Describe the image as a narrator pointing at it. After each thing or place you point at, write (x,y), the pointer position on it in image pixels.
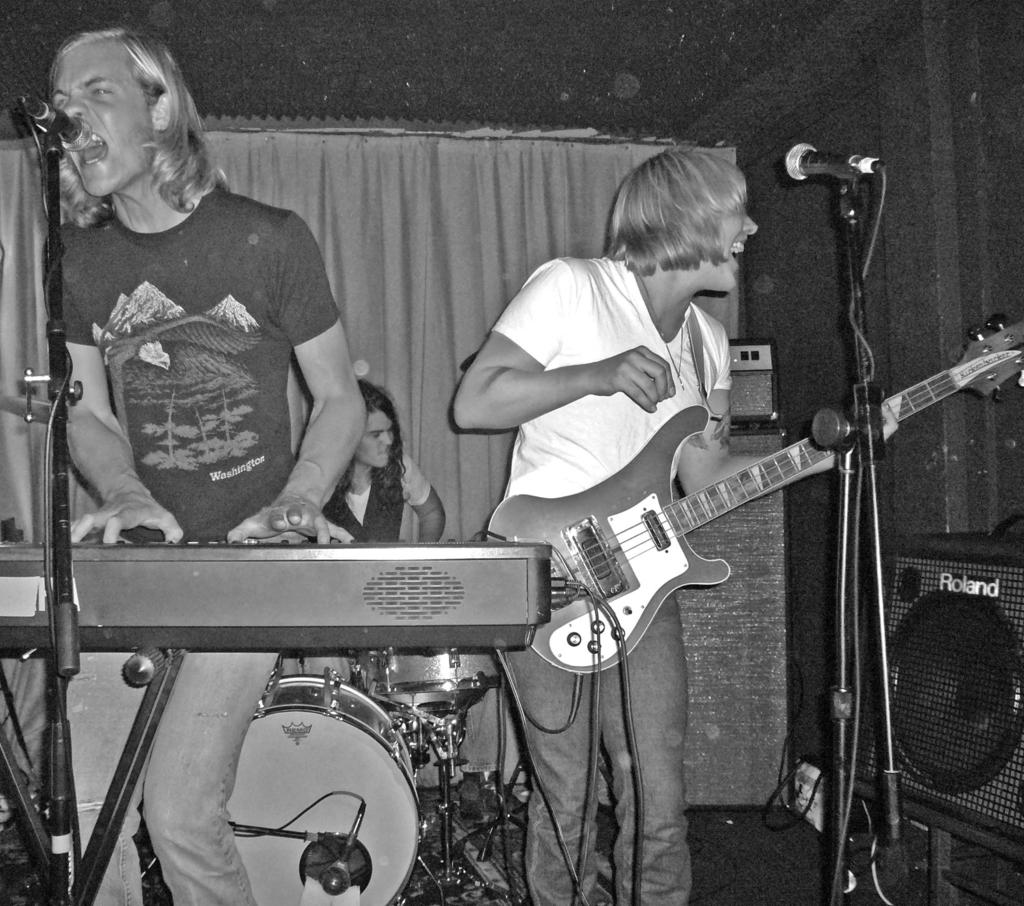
In the picture we can find two men (76,64) are standing, one man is singing in the microphone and playing keyboard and the other person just aside to him holding a guitar (534,531) and standing near the microphone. In the background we can find a person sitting and playing a drums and just behind him we can find a curtain (330,157).
